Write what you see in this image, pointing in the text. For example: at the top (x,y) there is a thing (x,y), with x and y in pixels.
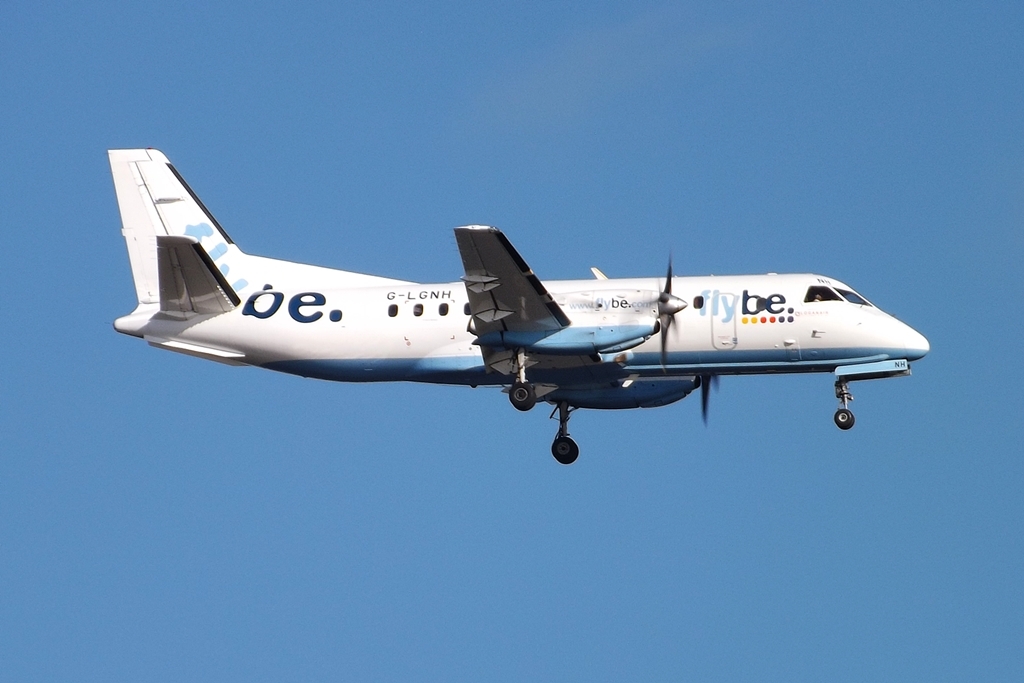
In this image we can see an airplane (494,356) is flying and in the background (472,171), we can see the sky (472,171).
